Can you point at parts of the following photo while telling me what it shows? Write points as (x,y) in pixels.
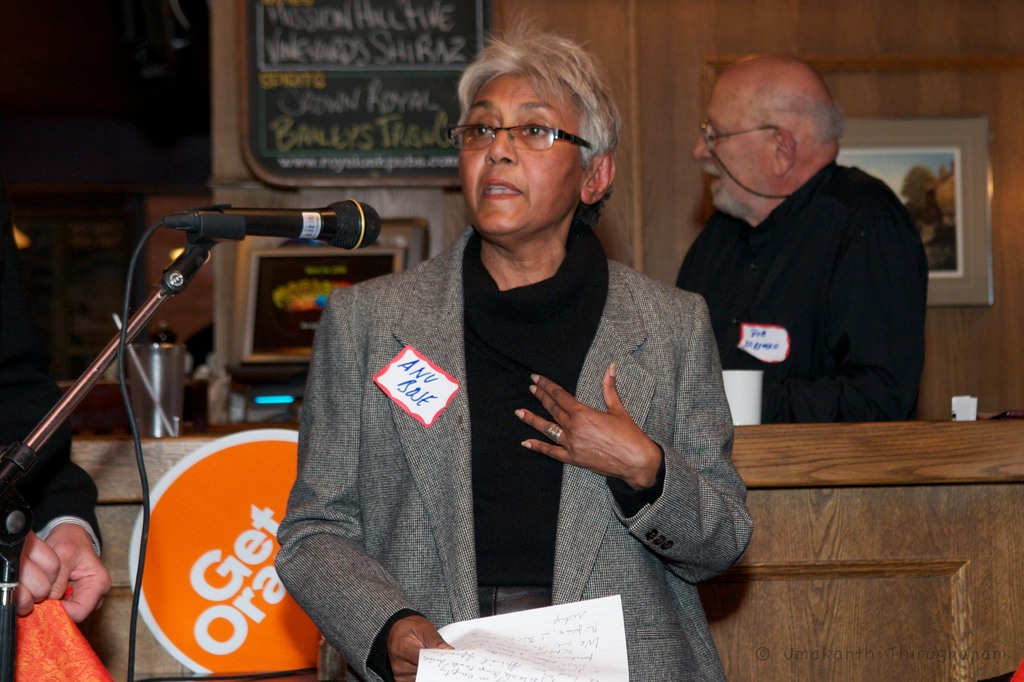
There is a person (457,445) standing and holding paper (495,657), in front of this person (446,248) we can see microphone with stand (12,493). We can see person hands (47,578) holding a cloth (37,616) and board (226,444) attached on table (872,465). In the background (806,396) there is a man (762,368) standing and we can see glasses (959,401) on the table (834,446) and board (355,30) and frames (979,154) on the wooden wall (745,55).
